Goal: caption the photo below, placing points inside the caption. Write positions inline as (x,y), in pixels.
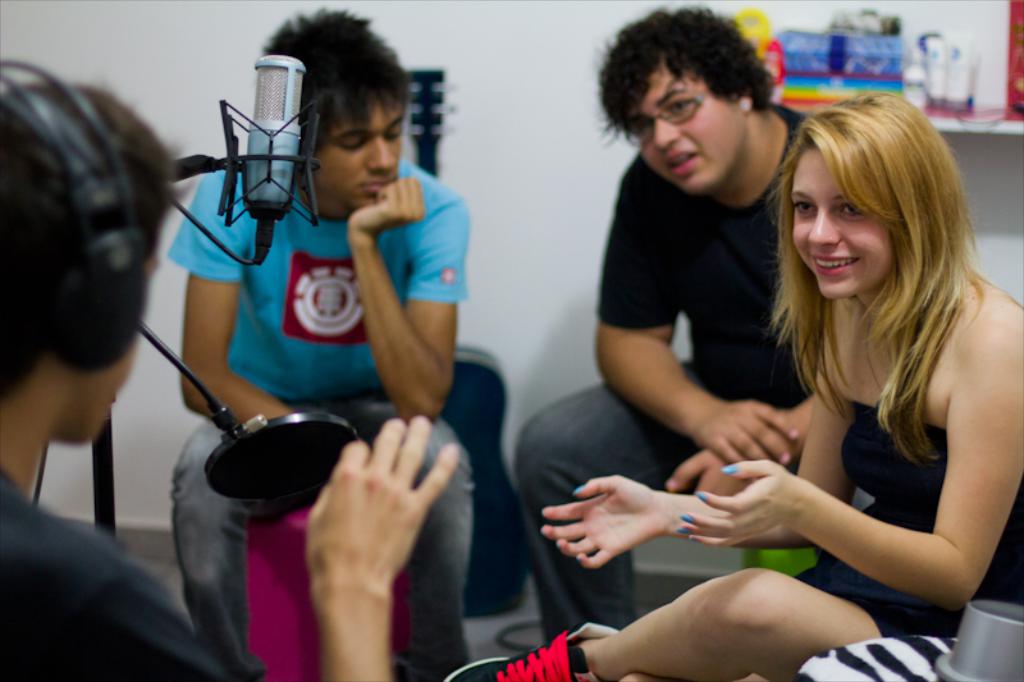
This image is taken indoors. In the background (481,195) there is a wall (144,68) and there are a few things (883,91) on the shelf (964,125). On the right side of the image (756,296) a man (711,299) and a woman (855,452) are sitting on the chairs (795,564) and talking and there is a table (916,656) with a few things (975,638) on it. In the middle of the image (433,286) a boy (342,286) sitting on the chair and there is a guitar (479,441) on the floor (467,634). On the left side of the image (23,406) there is a person (55,327) and there is a mic (277,83).
